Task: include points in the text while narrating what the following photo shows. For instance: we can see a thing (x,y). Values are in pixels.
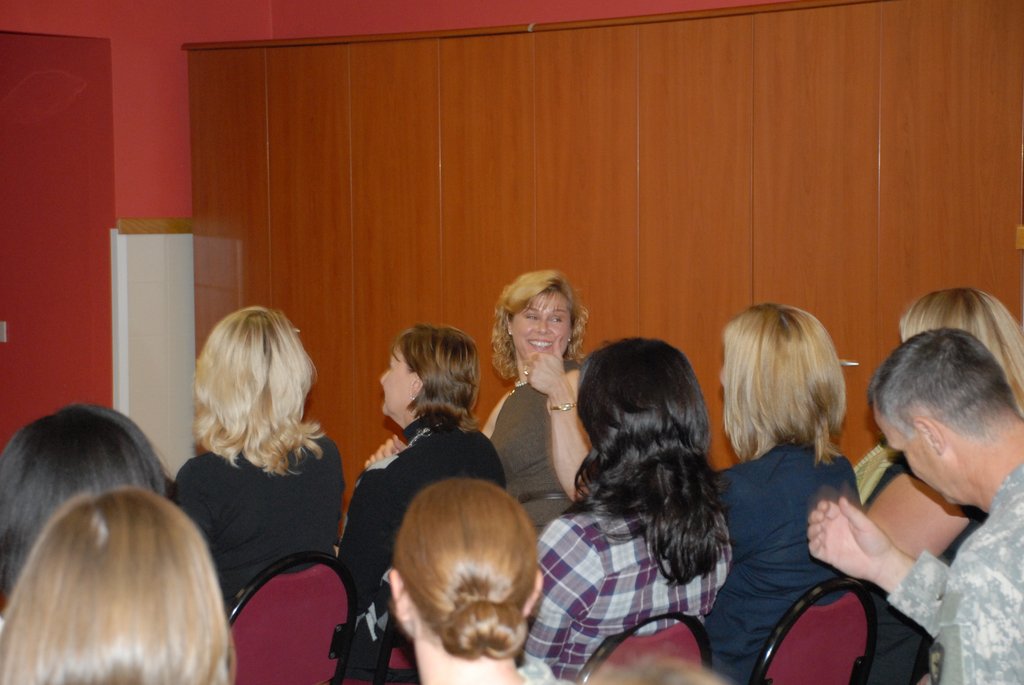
In this image we can see few people (708,480) sitting on the chairs (629,629), there is a wooden object (675,117) looks like a cupboard (726,151), there is a white color object (169,279) near the cupboard (195,299) and a wall (172,108) in the background (468,22).
